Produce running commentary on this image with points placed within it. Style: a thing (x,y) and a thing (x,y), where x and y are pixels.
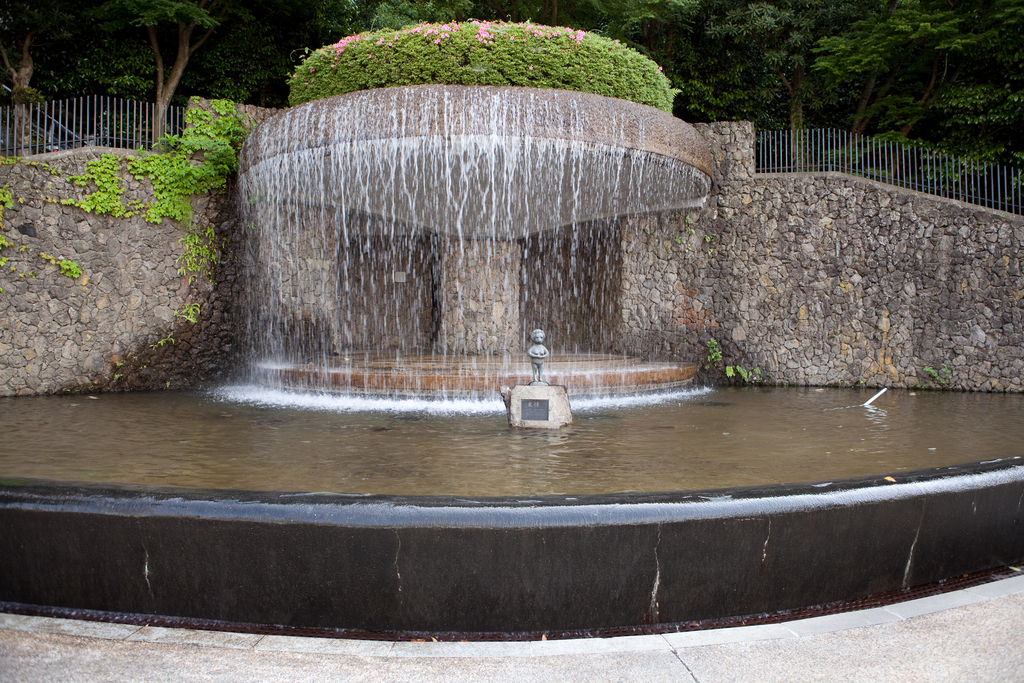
In the image we can see a sculpture (534,351) and waterfalls (455,282). Here we can see water (753,426), stone wall (844,329), fence (916,165), plants (466,46) and trees (723,50).
